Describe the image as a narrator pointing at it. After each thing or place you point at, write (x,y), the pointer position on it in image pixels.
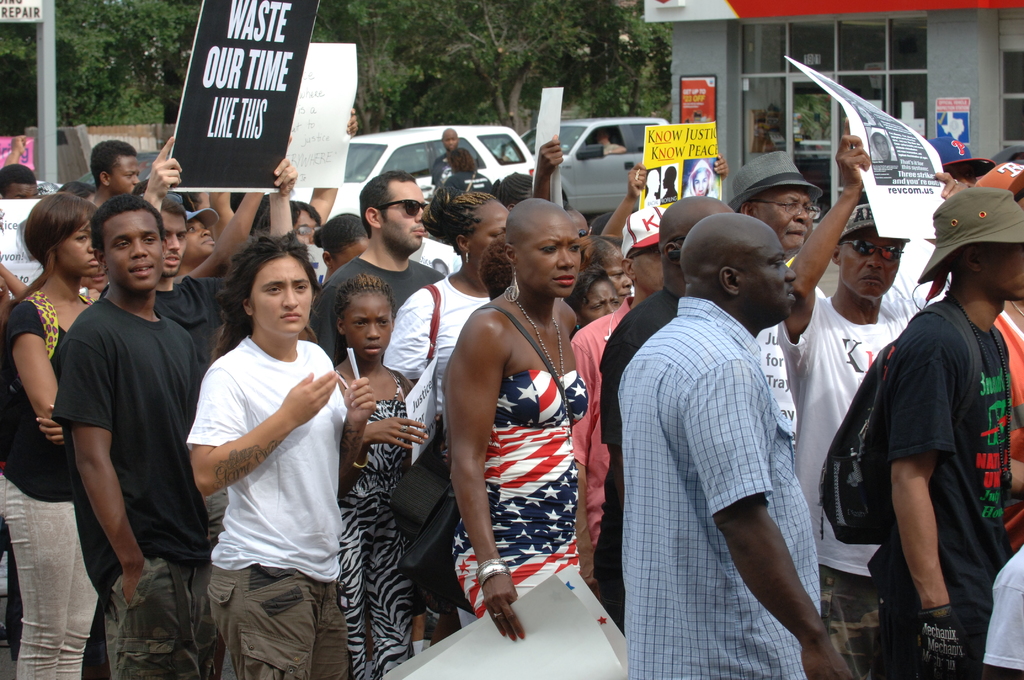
Here we can see a group of people (548,382). Few people (826,384) are holding posters (510,652). Background (610,162) there are vehicles (391,159), building (776,115) and trees (491,37). Here we can see boards (940,108).
